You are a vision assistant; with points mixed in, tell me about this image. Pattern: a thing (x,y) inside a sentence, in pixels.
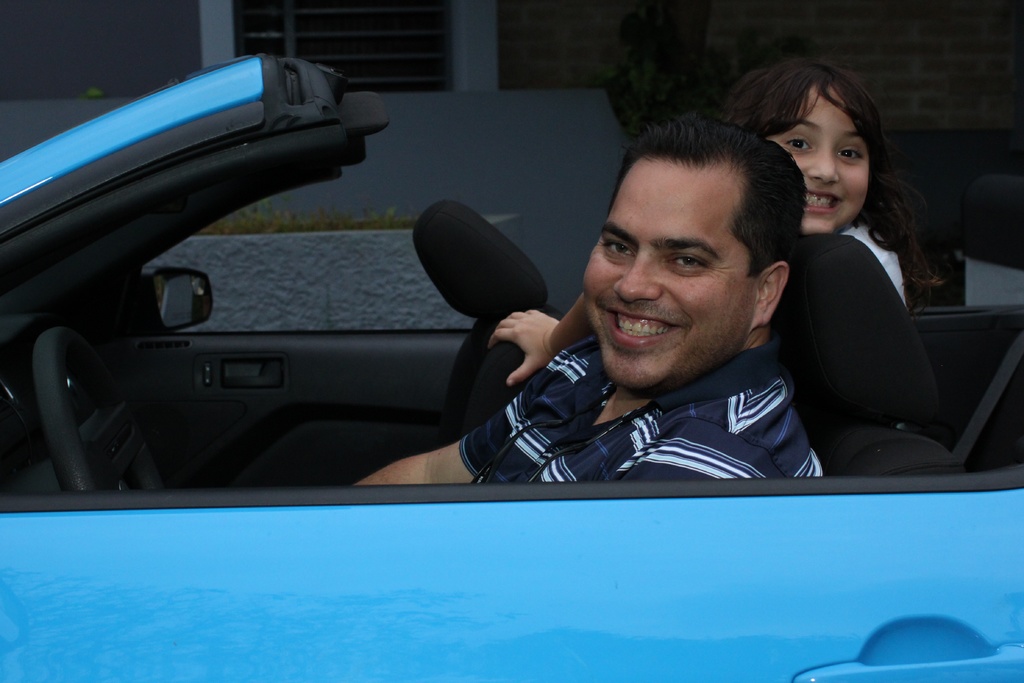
This picture is taken outside. There are two persons (791,234) sitting on a car (788,519). In the center (463,452) there is a men (664,466) and he wearing a navy blue t shirt (527,439) and he is laughing behind him there is a girl (861,228) and she is wearing a white T shirt (881,250) and she is also laughing. To the left (47,326) there is a steering (65,329). The car (194,496) is in blue in color. In the background (436,124) there is a window (416,76), plants (277,205) and a house (414,161).
